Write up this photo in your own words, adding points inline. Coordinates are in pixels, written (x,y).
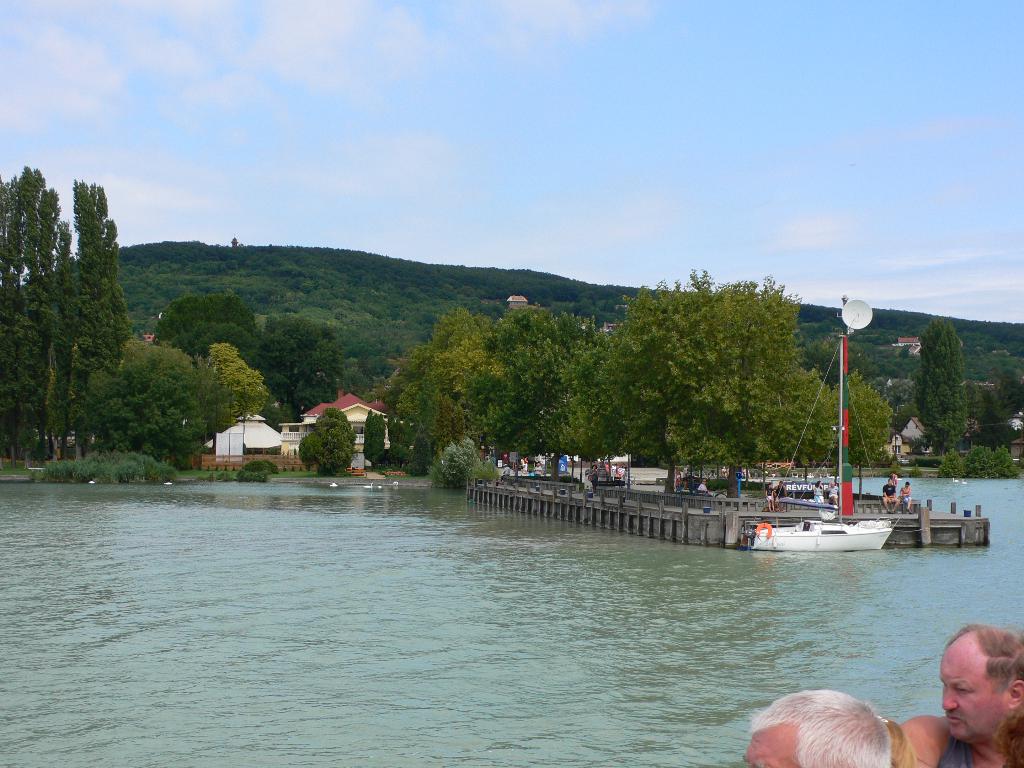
This is a water (324,621) flowing. I think these are the houses (341,396). I can see the trees (275,367) and bushes (339,451). This looks like a bridge (652,511). Here is a boat (843,526) on the water (907,578). At the bottom right corner of the image (970,708), I can see two people (933,723). This looks like a hill (150,267), which is covered with the trees (898,336).
